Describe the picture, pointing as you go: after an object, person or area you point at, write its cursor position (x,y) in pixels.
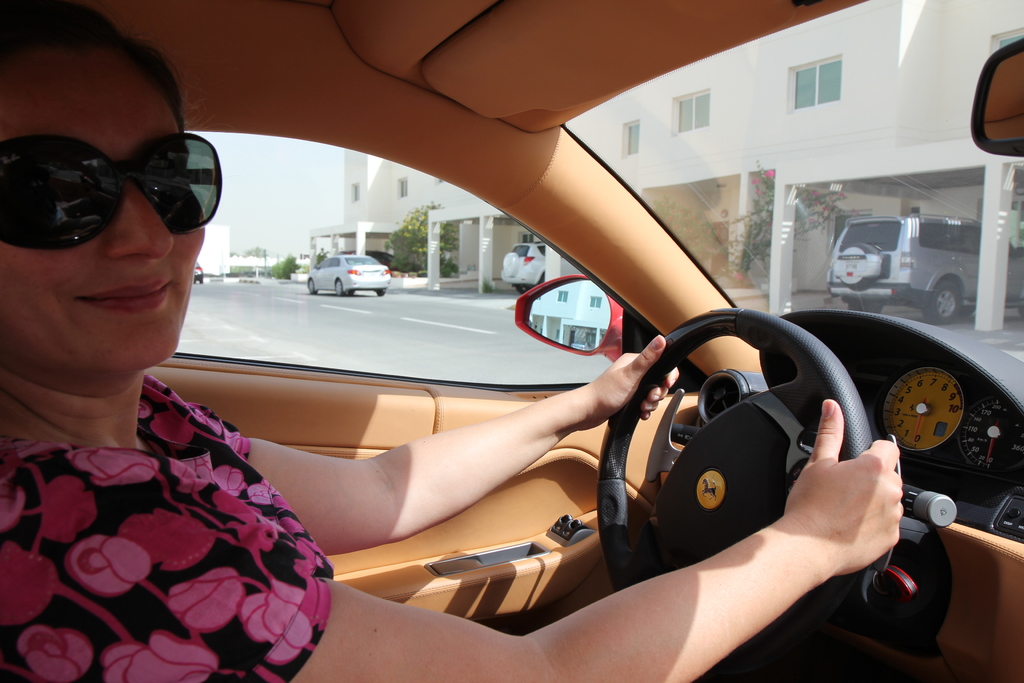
In this picture I can see a woman (73,40) sitting in a car (569,34) and I see that she is holding the steering (779,462). In the background (370,199) I can see a car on the road (283,304) and I can see a building (384,217). I can also see 2 cars (835,279) under the building (713,222) and I see few plants (740,241).
